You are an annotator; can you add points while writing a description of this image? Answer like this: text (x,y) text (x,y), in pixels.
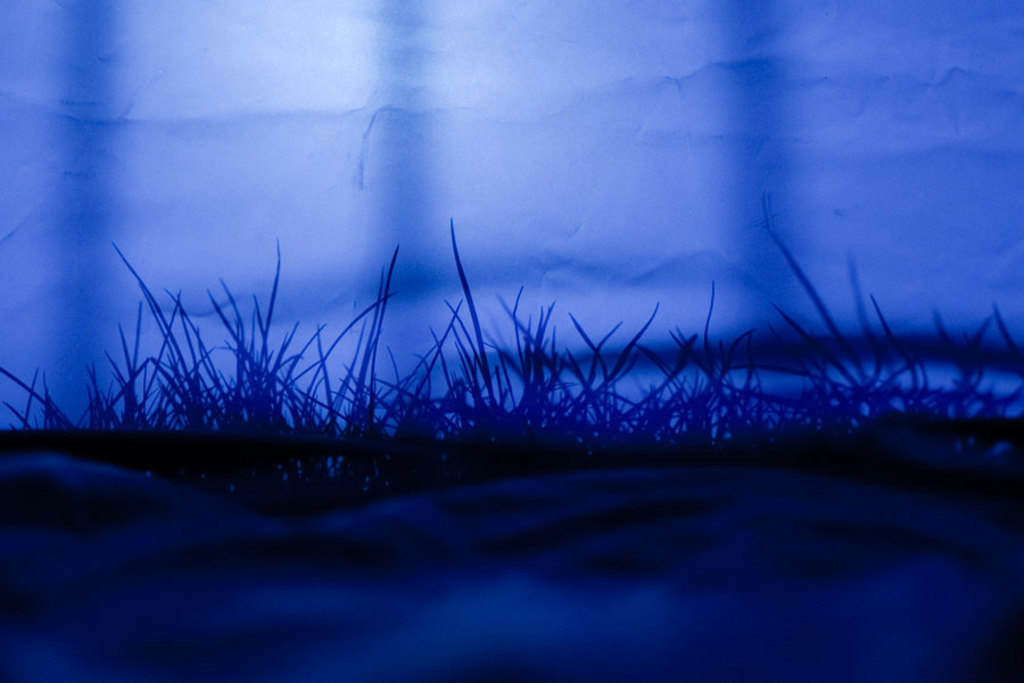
In this image we can see grass (286,378). Near to the grass (485,379) there is a wall (639,311) with shadow (737,348) of grass (850,358). And the image is dark.
